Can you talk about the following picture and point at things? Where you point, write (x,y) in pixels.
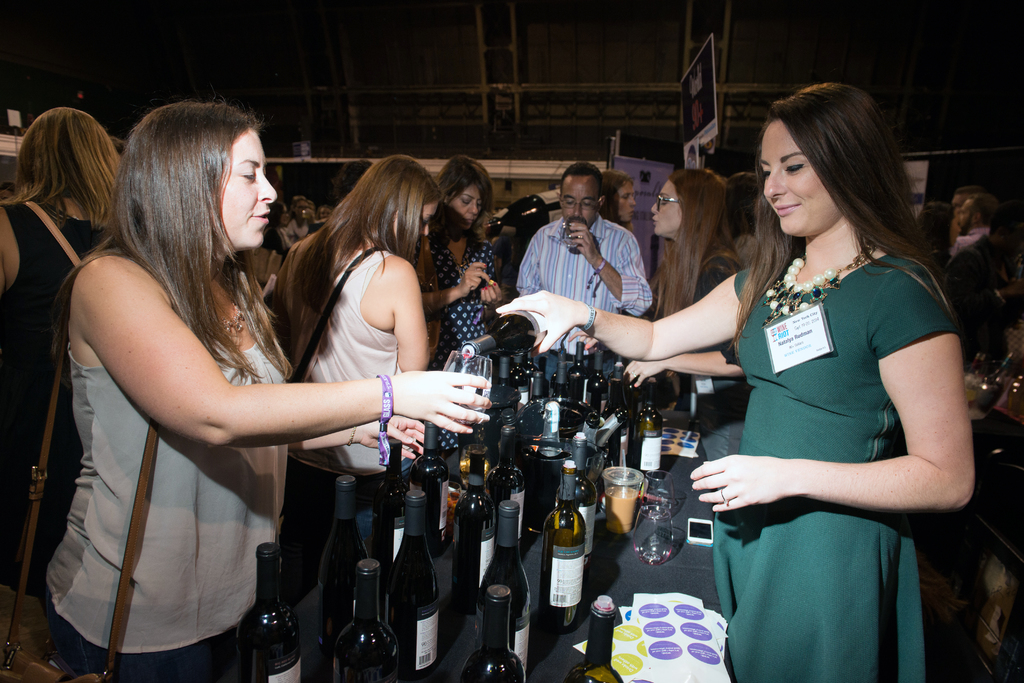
in this picture we can see a group of people (477,278) standing and holding glasses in their hands (459,382) and in front (563,317) woman (889,348) pouring drink (515,337) into the glass (462,365) and she is smiling and in front of them on table (471,621) we have bottles (505,597), mobile (710,526), papers (633,613), glasses (664,507) and in the background (541,74) we can see wall (665,87), banner (701,133).
